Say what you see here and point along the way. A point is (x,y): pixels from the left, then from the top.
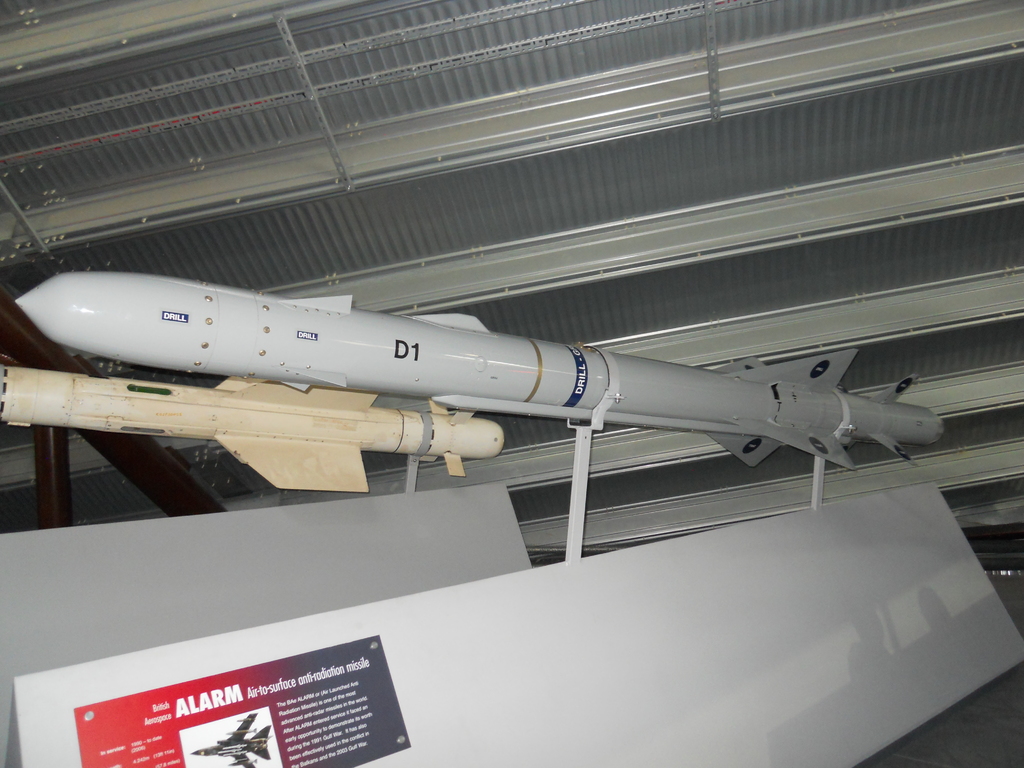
In this picture, we see the missiles (444,376). At the bottom (469,623), we see the boards (514,638) in white color. In the left bottom (251,673), we see a poster (129,721) in red and grey color is pasted on the board (26,766). We see some text (279,710) printed on the poster (263,737). At the top (684,161), it looks like the roof (662,161) and it is in white color.
